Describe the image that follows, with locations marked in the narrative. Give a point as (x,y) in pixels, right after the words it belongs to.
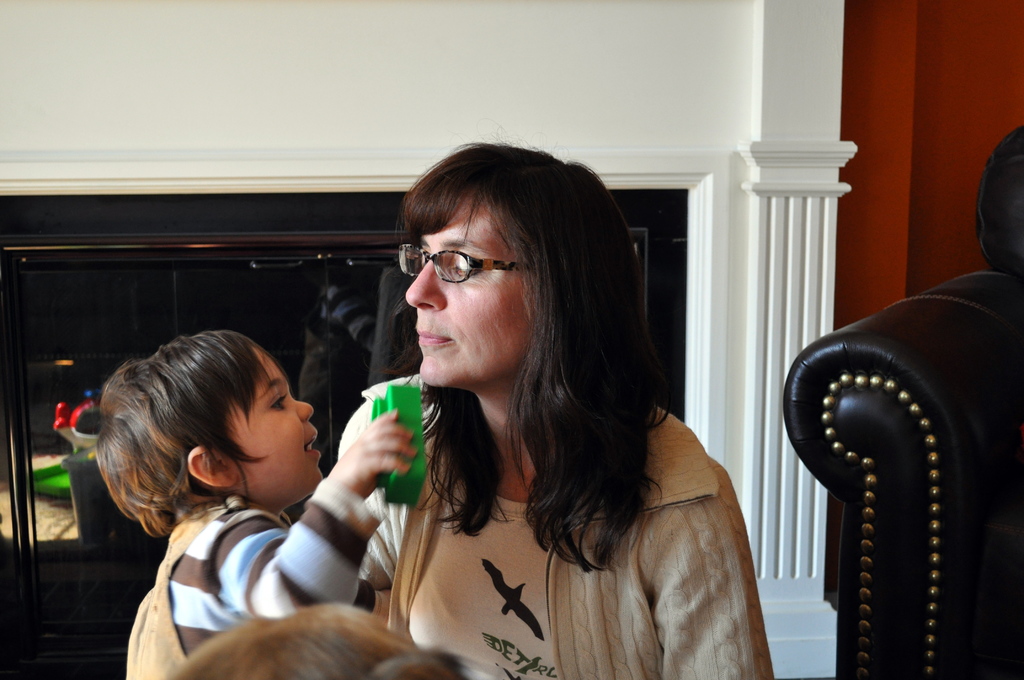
There are two persons (371,439) are in a room (339,441). She is wearing a spectacles (452,263). We can see the background (791,105) there is a wall (594,135) and pillar (835,177).
